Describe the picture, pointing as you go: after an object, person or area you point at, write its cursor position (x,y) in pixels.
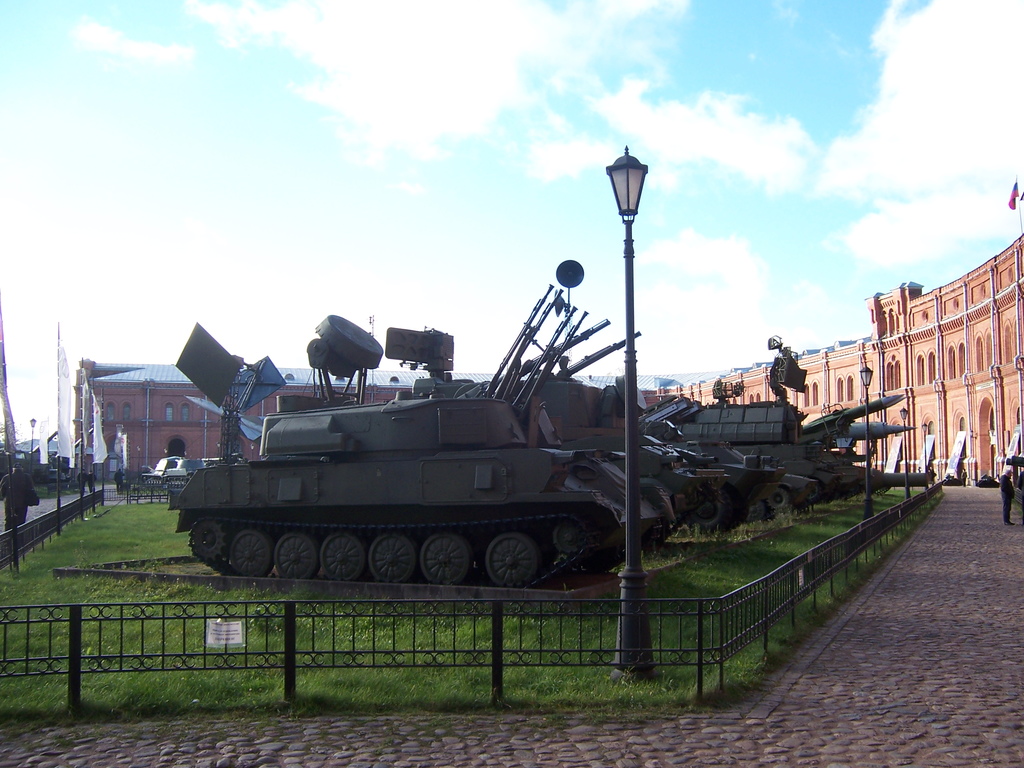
In the center of the image (489,445) we can see war tankers (578,498) on the grass (345,630). At the bottom of the image (892,520) we can see fencing (17,538). On the right side of the image (904,383) we can see building (966,383). On the left side of the image (13,443) we can see flags (93,425) and building (158,414). In the background (304,209) we can see sky (525,136) and clouds (520,116).
